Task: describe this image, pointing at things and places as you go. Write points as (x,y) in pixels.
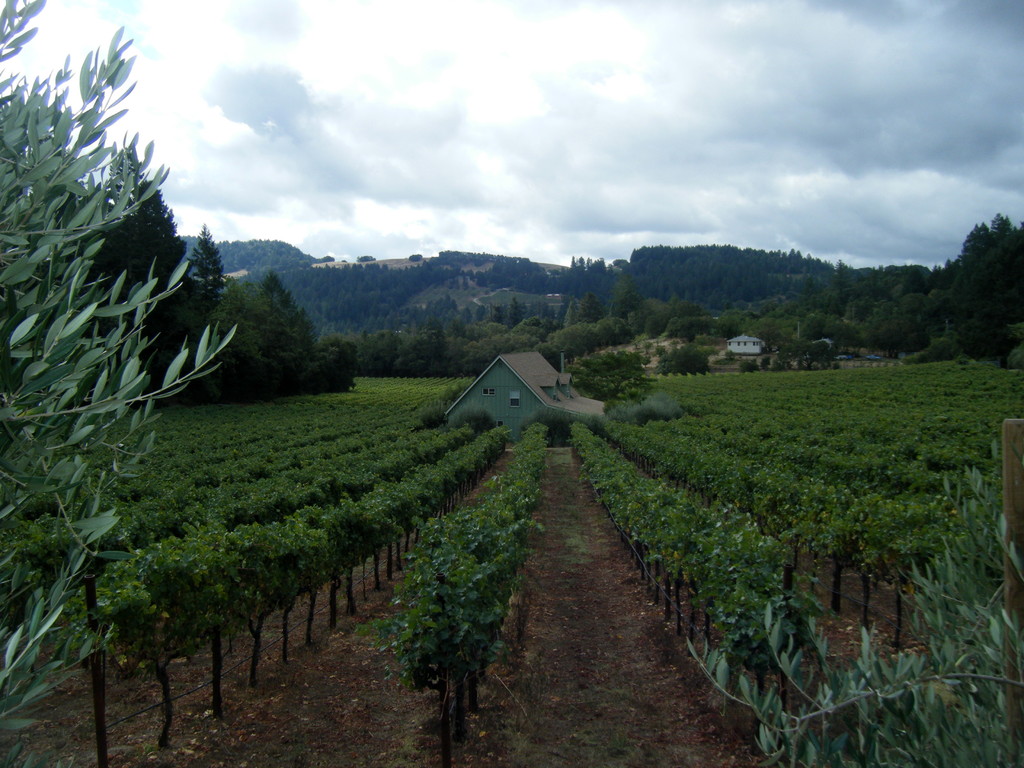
There are some plants (634,518) on the ground (549,475) at the bottom of this image (214,577). There is a house (530,411) in the middle of this image (493,401) and there are some trees (374,343) in the background (581,277). There is a cloudy sky (423,167) at the top of this image (457,136).
